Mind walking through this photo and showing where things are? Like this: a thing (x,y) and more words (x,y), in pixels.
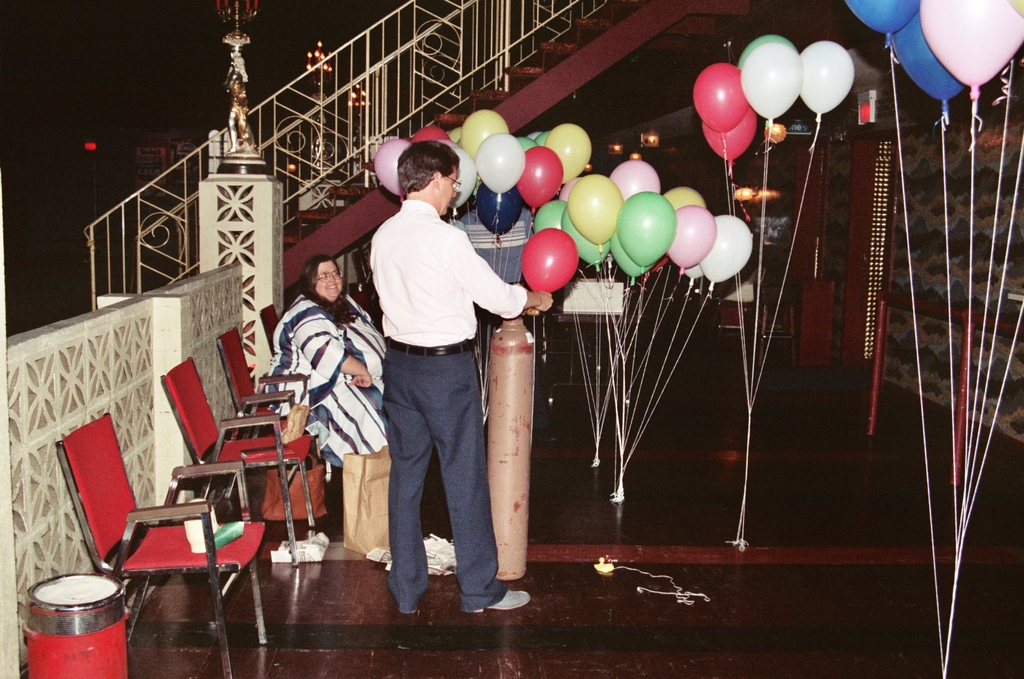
Here we can see a man (400,248) standing on the floor (343,591) at the cylinder (492,361) and there is a woman (300,337) sitting on the chair (268,323). In the background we can see steps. fence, balloons (694,220), some objects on the wall (897,351) and we can see some other objects (876,350). On the left side (90,668) we can see chairs (277,397) and dustbin (109,671).
